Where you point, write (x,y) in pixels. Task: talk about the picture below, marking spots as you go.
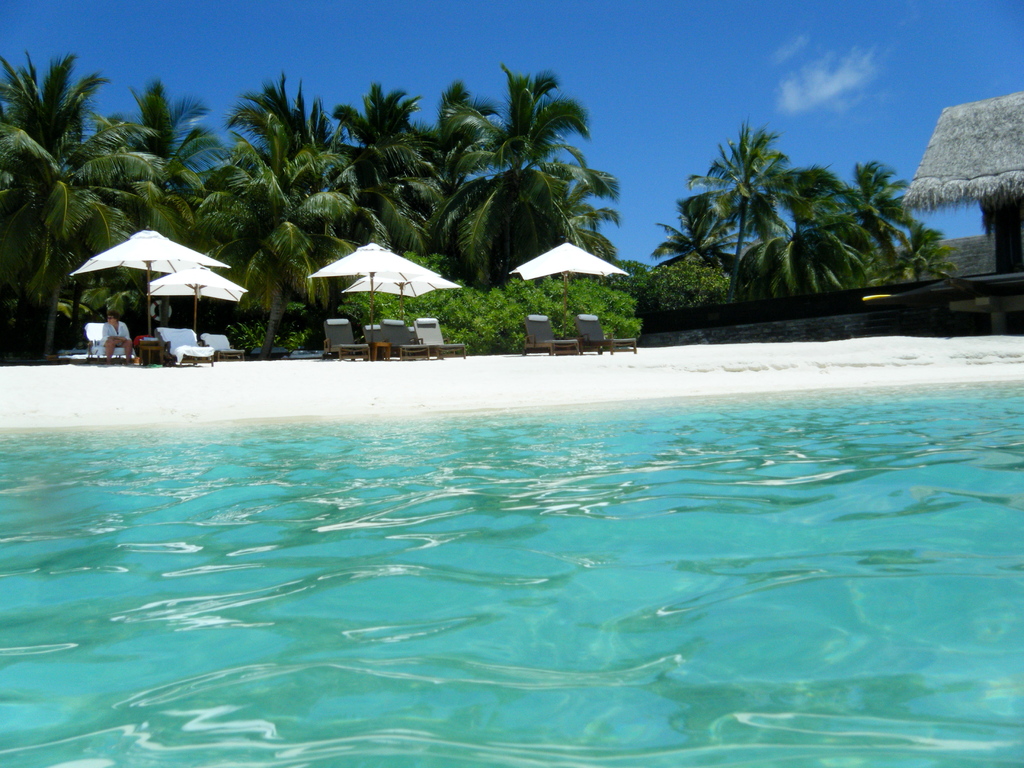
In this image I can see water (358,446) in the front (426,532). In the background (397,336) I can see few chairs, few white colour umbrellas (228,294), number of trees (261,97), clouds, the sky (642,93) and on the left side (113,327) I can see one person (118,344) is sitting on a chair (98,345). I can also see a shack (1000,125) on the right side of the image (1012,296).
